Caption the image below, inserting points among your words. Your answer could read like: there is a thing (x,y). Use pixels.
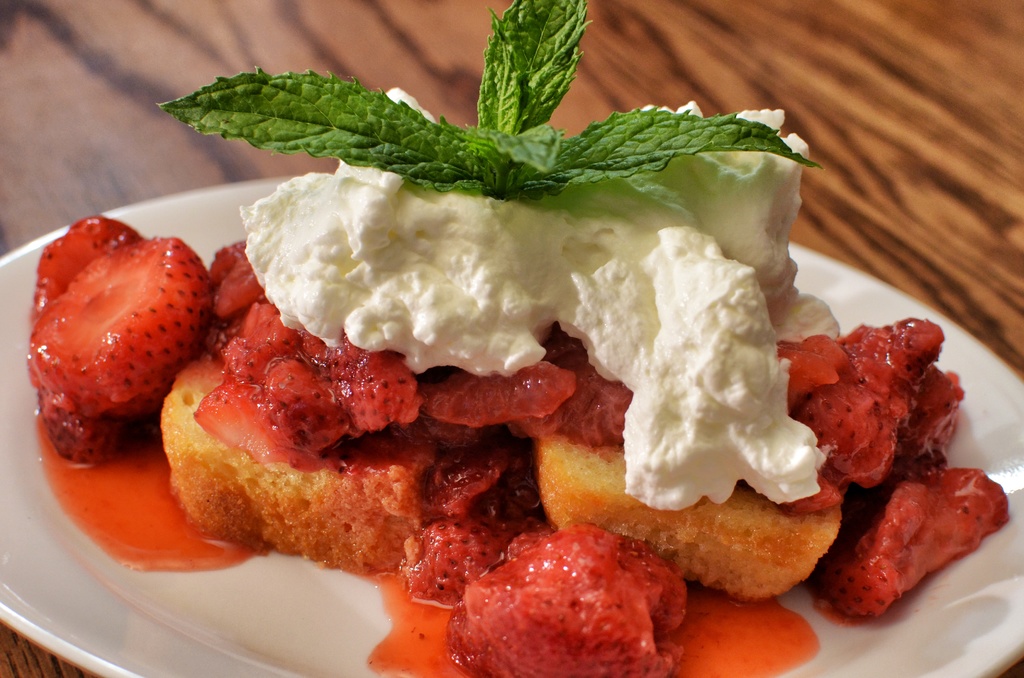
In the image there is a plate (181,583) with strawberries (591,587), bread (176,409), whipped cream (401,239) and mint leaves (587,143) on it on a wooden table (849,120).
